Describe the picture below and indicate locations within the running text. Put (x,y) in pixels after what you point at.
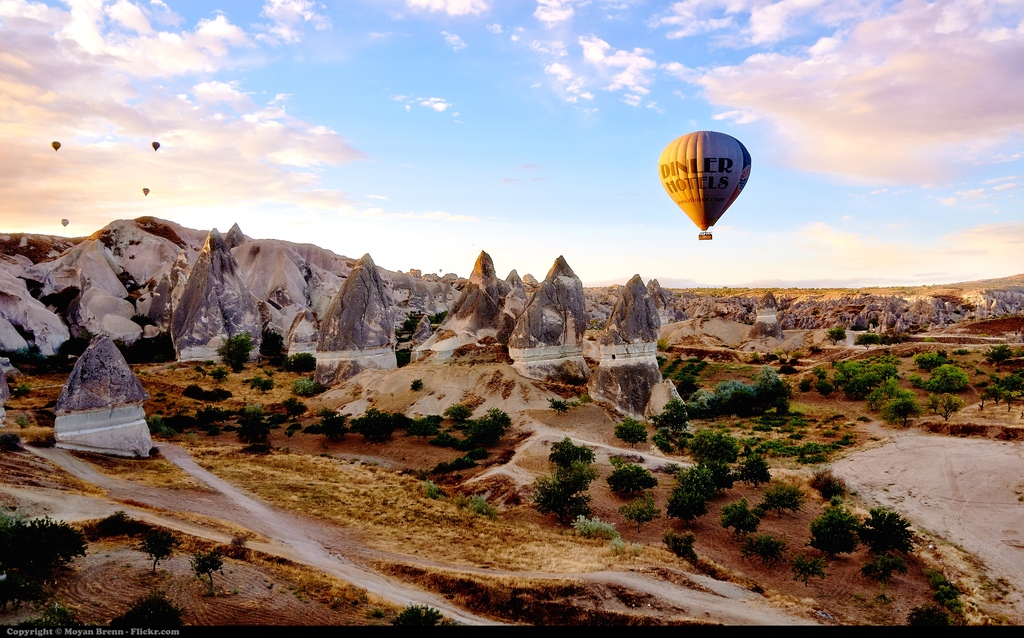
There are five hot air balloon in the sky (75,156). There are many big stones (233,269) and trees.
